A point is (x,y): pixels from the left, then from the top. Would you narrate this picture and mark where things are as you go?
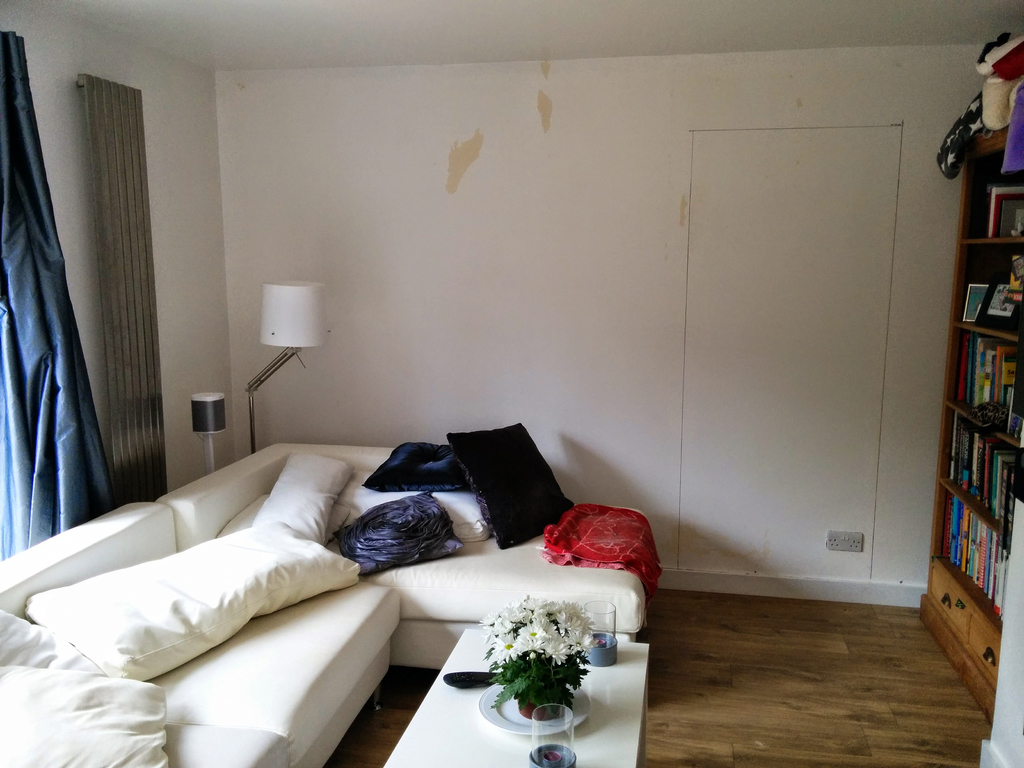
This picture is clicked in a room (373,97). To the left side (214,727) there are some sofas (184,717), or sofa (518,547) there are pillows (208,558) and a cloth (566,538). Besides the sofa (401,664) there is a table (629,687), on the table (458,762) there is a flower vase (564,664), two glasses (594,649) and a remote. In the right side (978,142) there is shelf (972,154) filled with the books (979,390), frames (998,318) and toys (1000,106). In the left corner (67,424) there is a curtain (58,358) and besides it there is a lamp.
